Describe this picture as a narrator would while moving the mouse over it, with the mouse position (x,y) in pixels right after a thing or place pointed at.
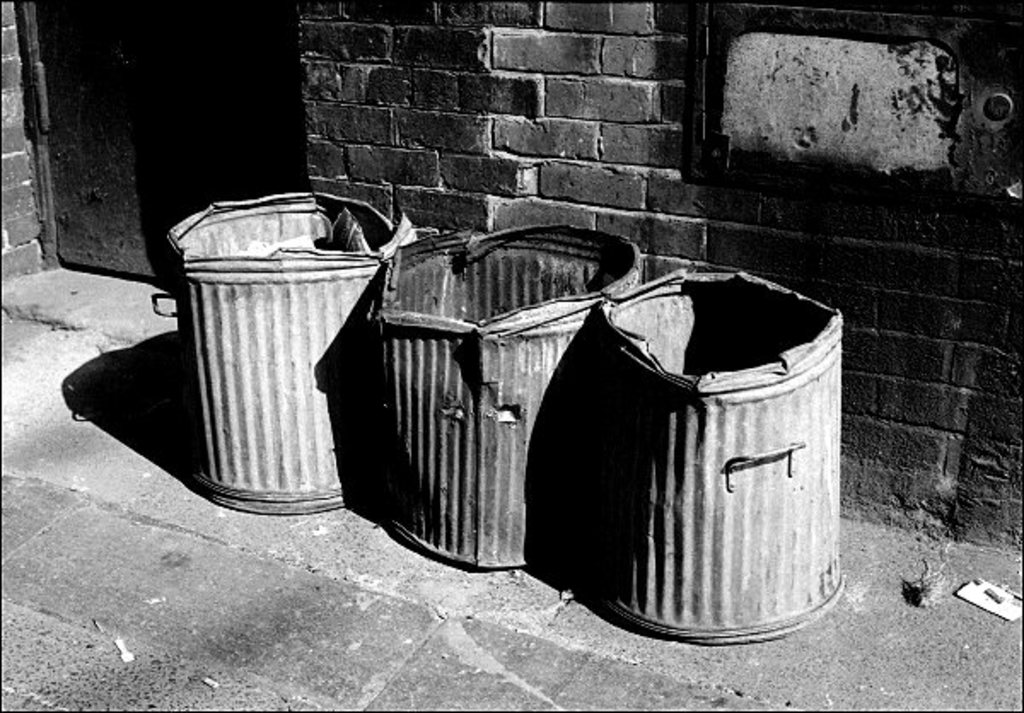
This picture is clicked outside. In the foreground (348,428) we can see the containers (421,392) are placed on the ground (978,631). In the background (122,73) we can see a door (164,97) and a brick wall (606,89).
